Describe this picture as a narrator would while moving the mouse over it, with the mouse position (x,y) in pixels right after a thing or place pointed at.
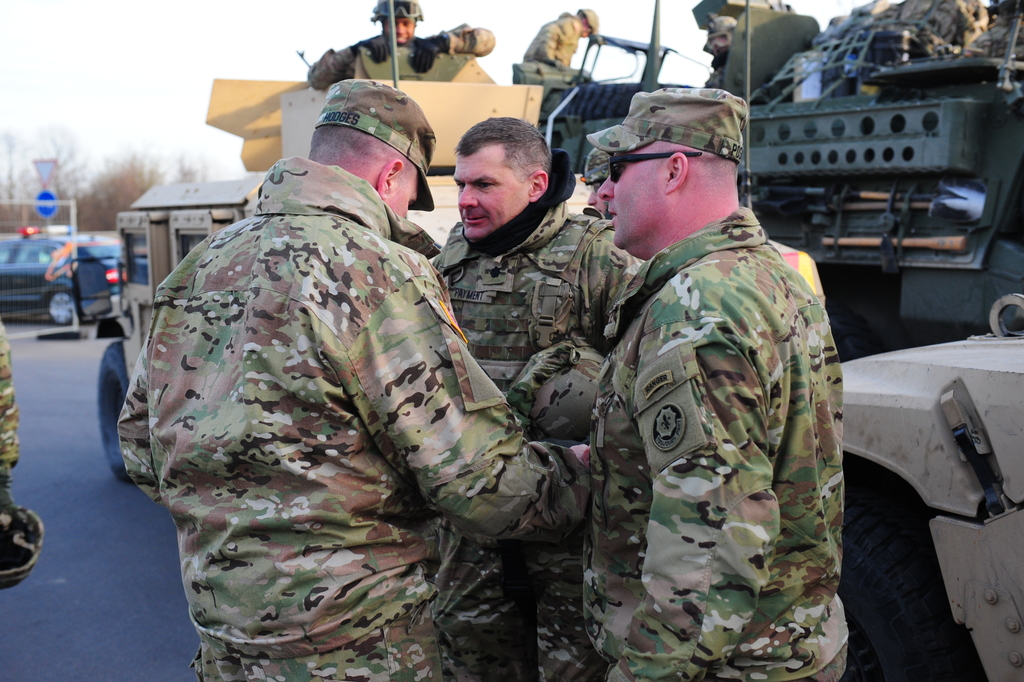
In this image in the foreground (791,426) I can see three soldiers (428,584) standing and at the back (854,299) there are some heavy vehicle (864,107).
